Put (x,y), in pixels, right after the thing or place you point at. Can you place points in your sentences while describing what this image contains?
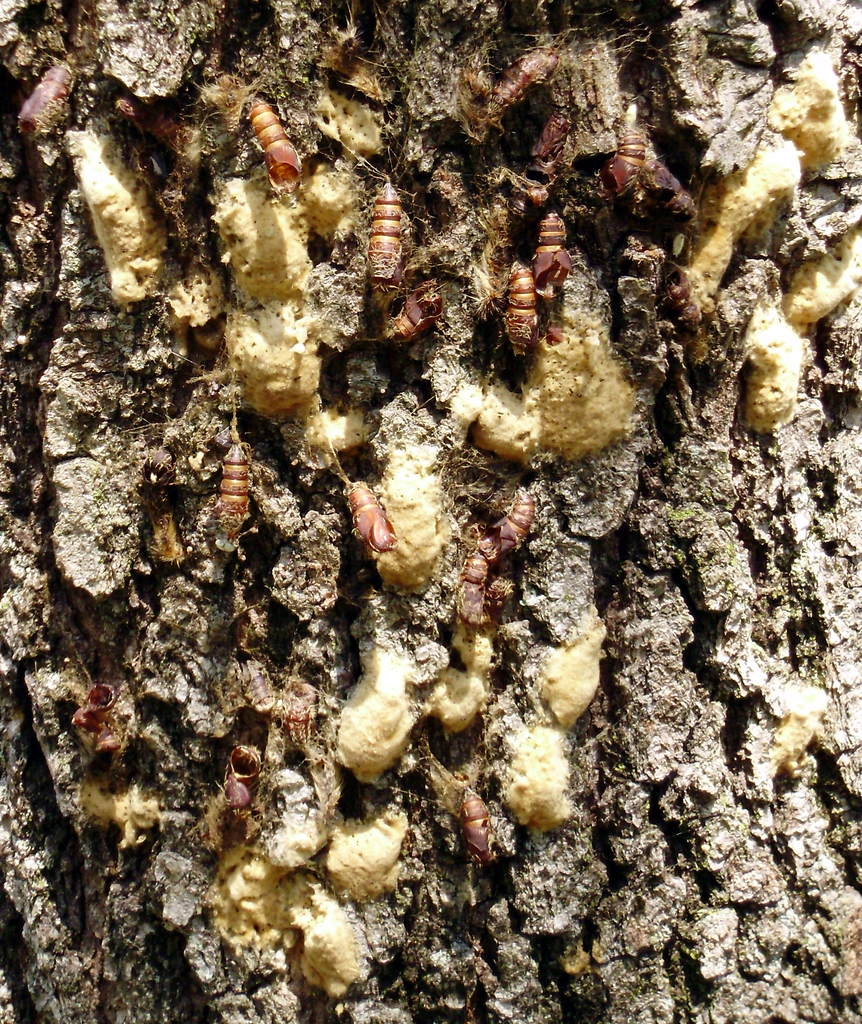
In the picture we can see a tree trunk (306,1007) on it we can see some insects (375,263).
